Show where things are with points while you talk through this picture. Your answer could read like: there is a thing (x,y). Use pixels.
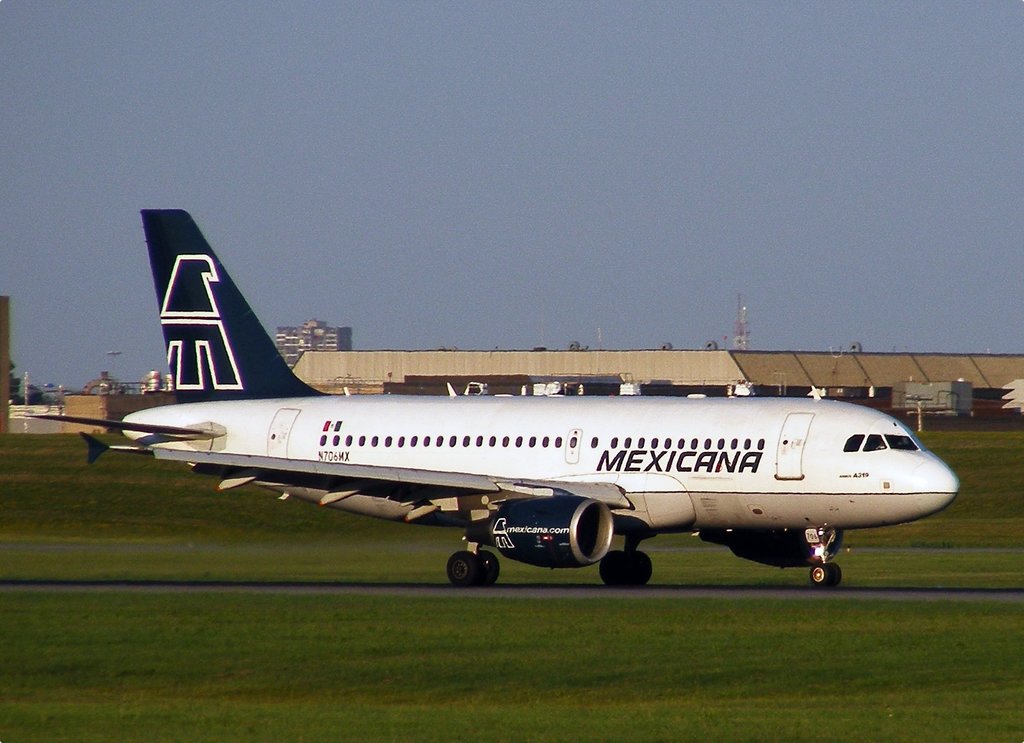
In this image we can see flight (596,475) on the ground (368,545). On the ground (315,550) there is grass (601,605). In the background (587,375) there are buildings (544,378). Also there is sky (298,148).
